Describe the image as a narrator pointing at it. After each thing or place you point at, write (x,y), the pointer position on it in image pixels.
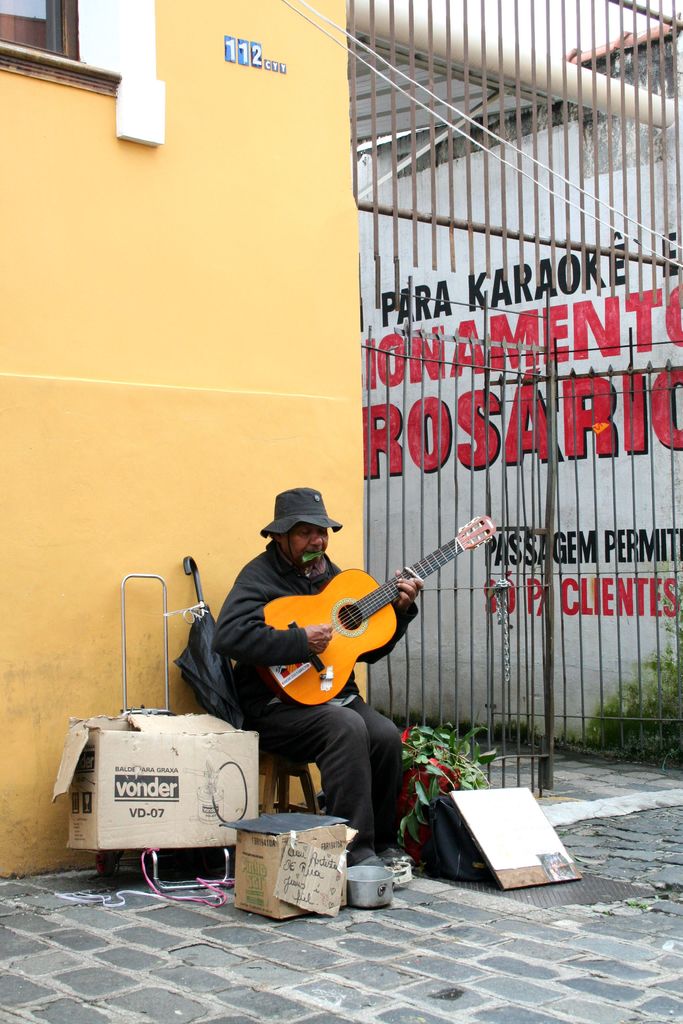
In this image I can see a man (371,711) is sitting on the chair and playing the guitar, on the right side (624,80) there is an iron gate (670,378).
